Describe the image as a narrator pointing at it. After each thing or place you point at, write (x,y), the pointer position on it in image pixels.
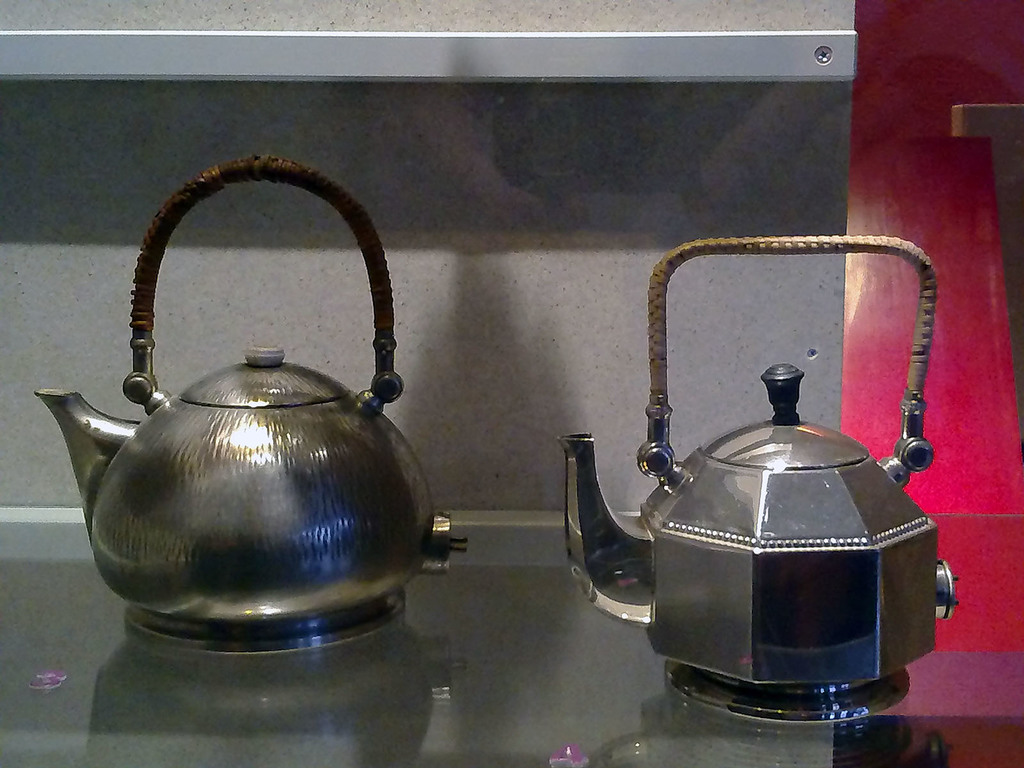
On this surface (532,611) we can see teapots (252,529). Background (883,179) there is a wall (760,220).
